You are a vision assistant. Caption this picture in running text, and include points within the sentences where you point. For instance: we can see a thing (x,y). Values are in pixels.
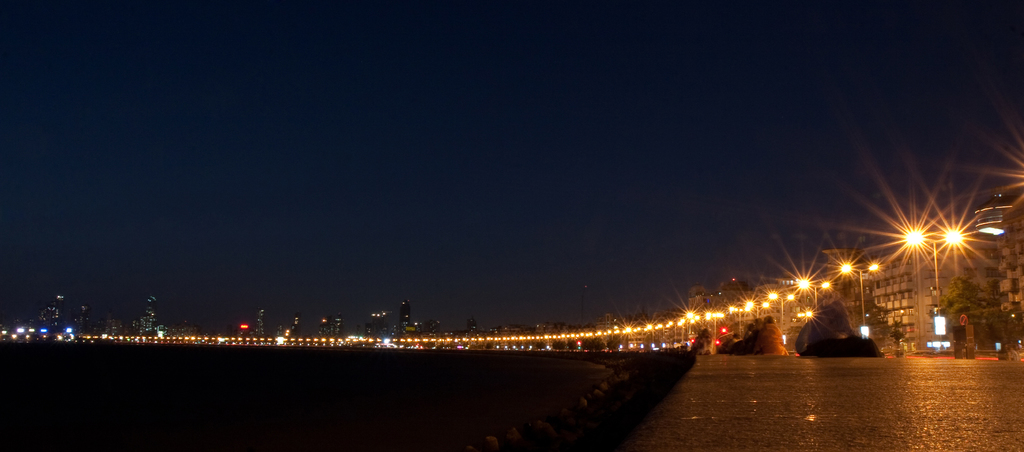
In this image we can see buildings (561,326), persons (829,339) sitting on the road (801,365), stones (592,410), buildings (972,249), skyscrapers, street poles (863,296), street lights (852,270), trees (1008,326) and sky (847,127).
